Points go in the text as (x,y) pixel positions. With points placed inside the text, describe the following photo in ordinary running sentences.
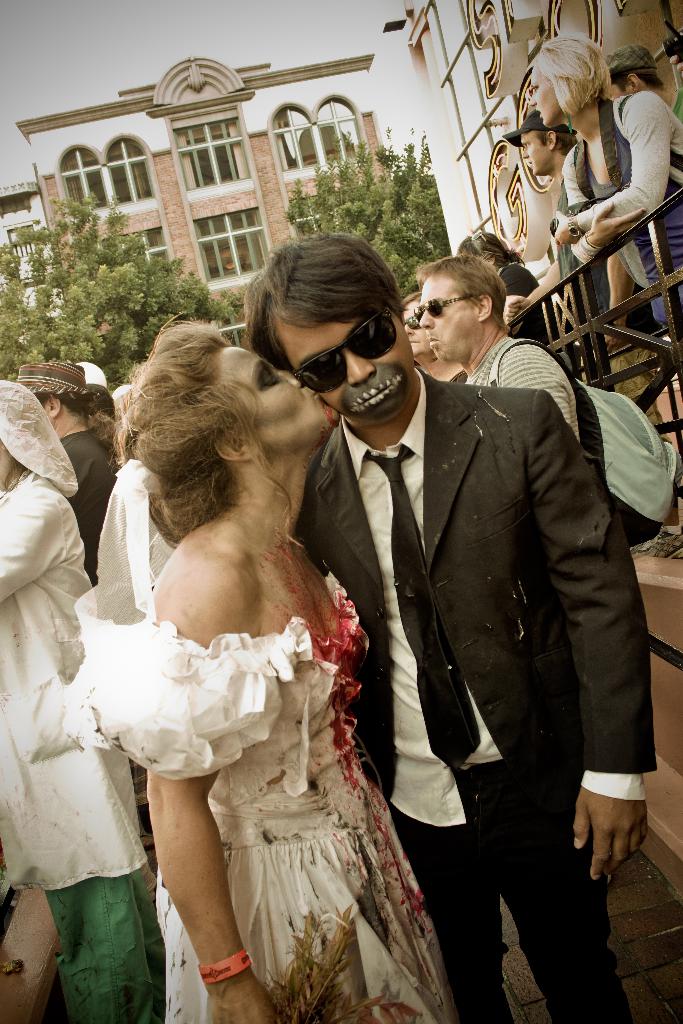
In this picture we can see a group of people (434,648) standing, bag (587,428), goggles (326,372), buildings (163,139) with windows (136,143), trees (76,344) and in the background (178,36) we can see the sky (186,32).
